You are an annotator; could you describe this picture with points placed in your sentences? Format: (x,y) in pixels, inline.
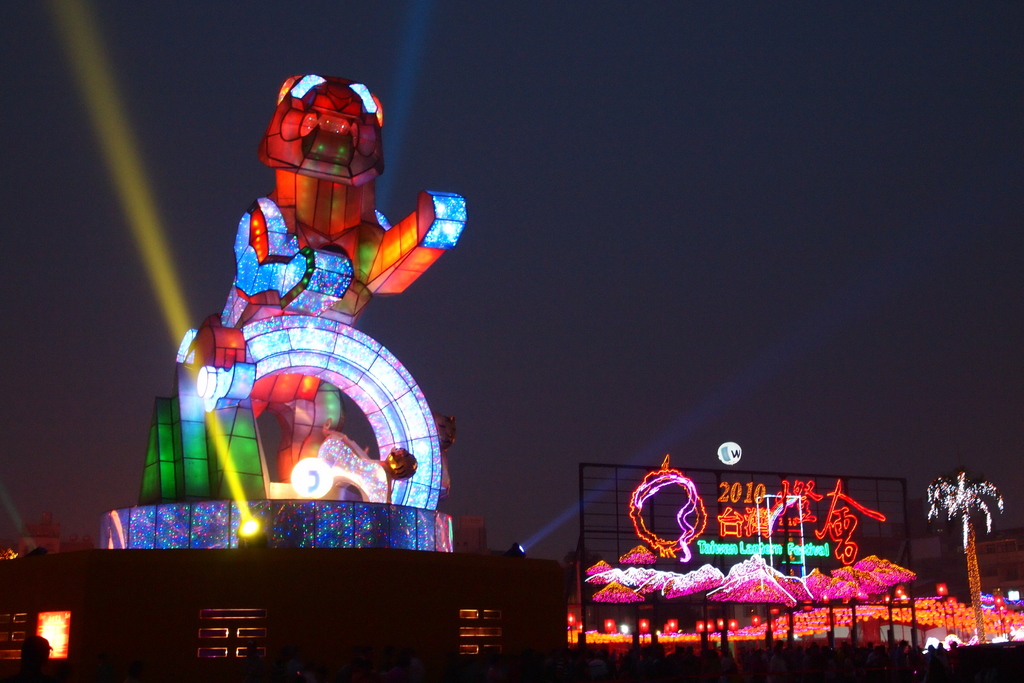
In this image we can see buildings (913,556), lights (237,507), tree (958,480) and a structure (350,457). At the bottom of the image (653,667), we can see so many people (546,681). In the background (615,278), we can see the sky (786,152).
